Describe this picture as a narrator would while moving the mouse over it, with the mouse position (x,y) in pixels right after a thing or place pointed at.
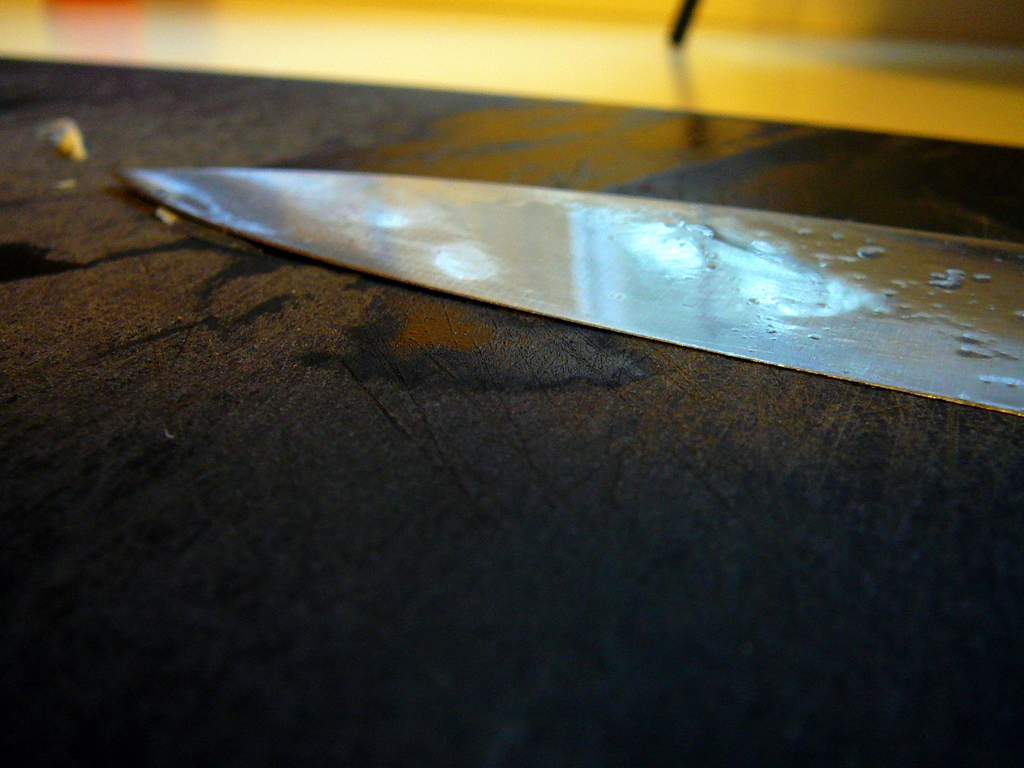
In this image there is a table (372,121), on that table (105,187) there is a knife (524,253).
